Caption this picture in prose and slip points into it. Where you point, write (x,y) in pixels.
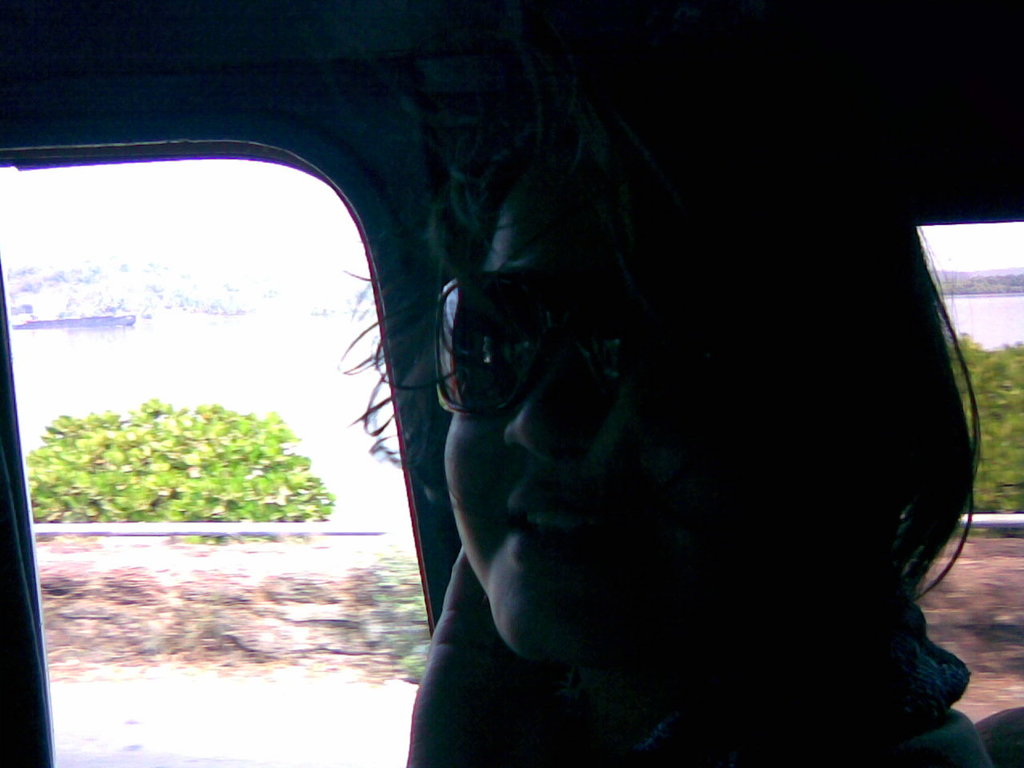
The picture is taken in a vehicle (41,68). In the foreground of the picture (478,551) there is a person (667,353) wearing spectacles (545,354). In the background (198,431) there are plants (993,384), pipe (133,523), wall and trees (52,288).
